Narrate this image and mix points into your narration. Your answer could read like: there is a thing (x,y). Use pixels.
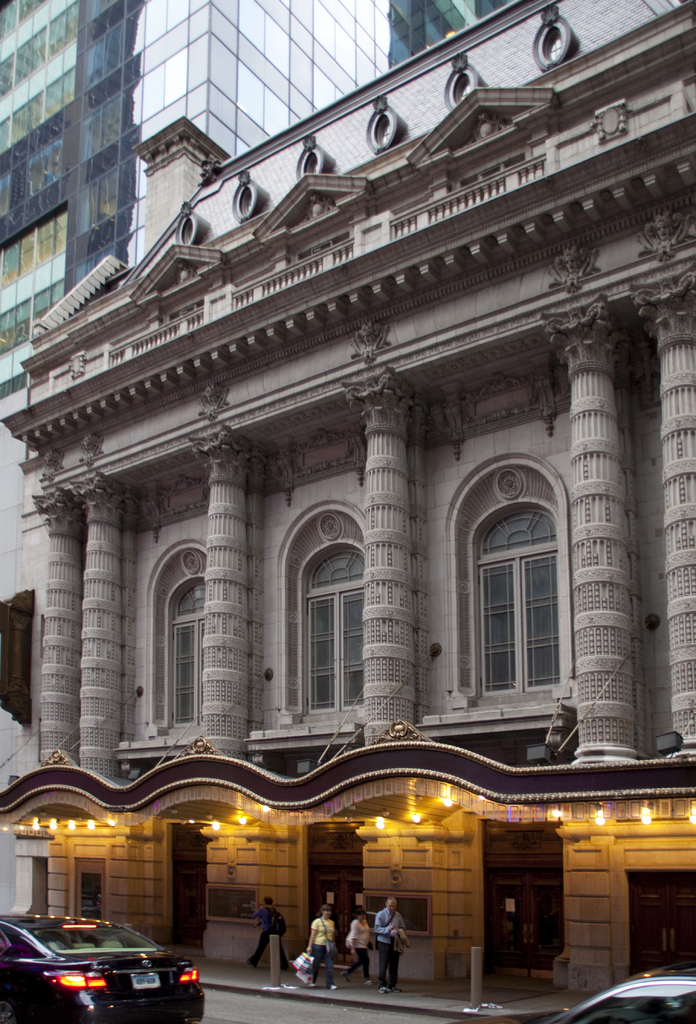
This picture is taken from outside of the building (660,811). In this image, in the right corner (679,994), we can see one edge (676,986) of a car (671,978). In the left corner (133,1015), we can also see the back view of the car (114,936). In the background (256,950), we can see a group of people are walking on the footpath (203,968). In the background (663,701), we can see a building (387,678), glass window (509,642), pillar (376,565). At the bottom (280,1014), we can see a footpath (319,999) and a road (271,1015).
